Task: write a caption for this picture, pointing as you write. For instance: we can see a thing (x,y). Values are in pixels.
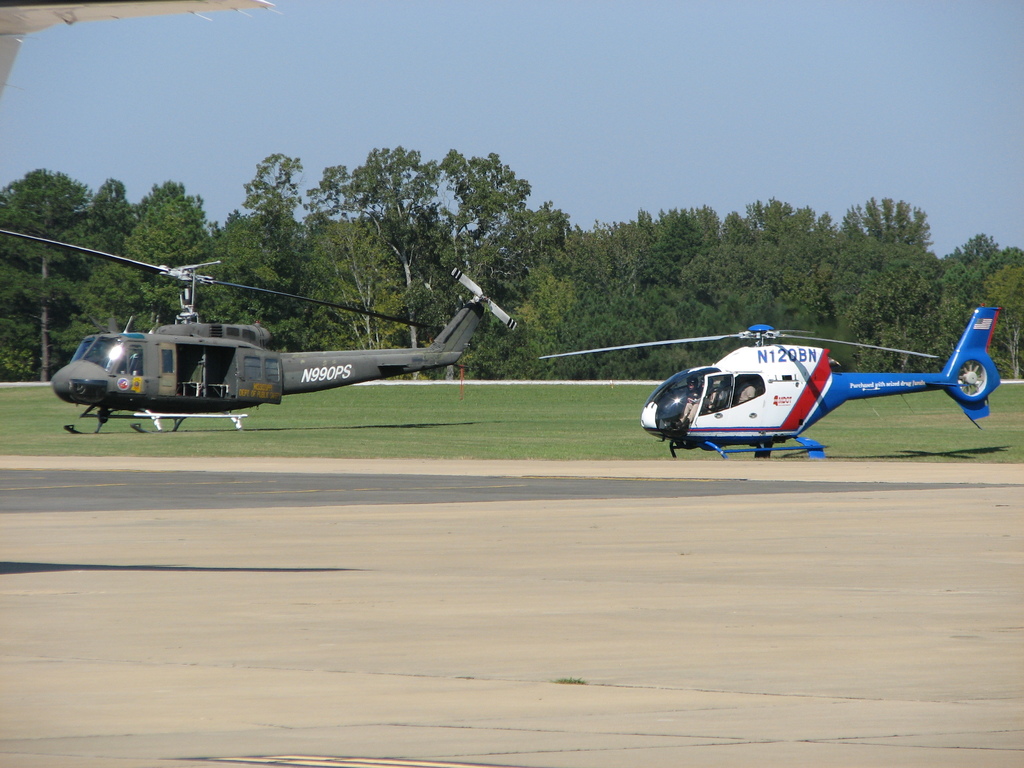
In this image, I can see two helicopters (249,403). I think there are few people (747,386) sitting inside the helicopter (733,377). These are the trees (365,242) with branches (522,246) and leaves (728,259). This is the grass (412,449).
